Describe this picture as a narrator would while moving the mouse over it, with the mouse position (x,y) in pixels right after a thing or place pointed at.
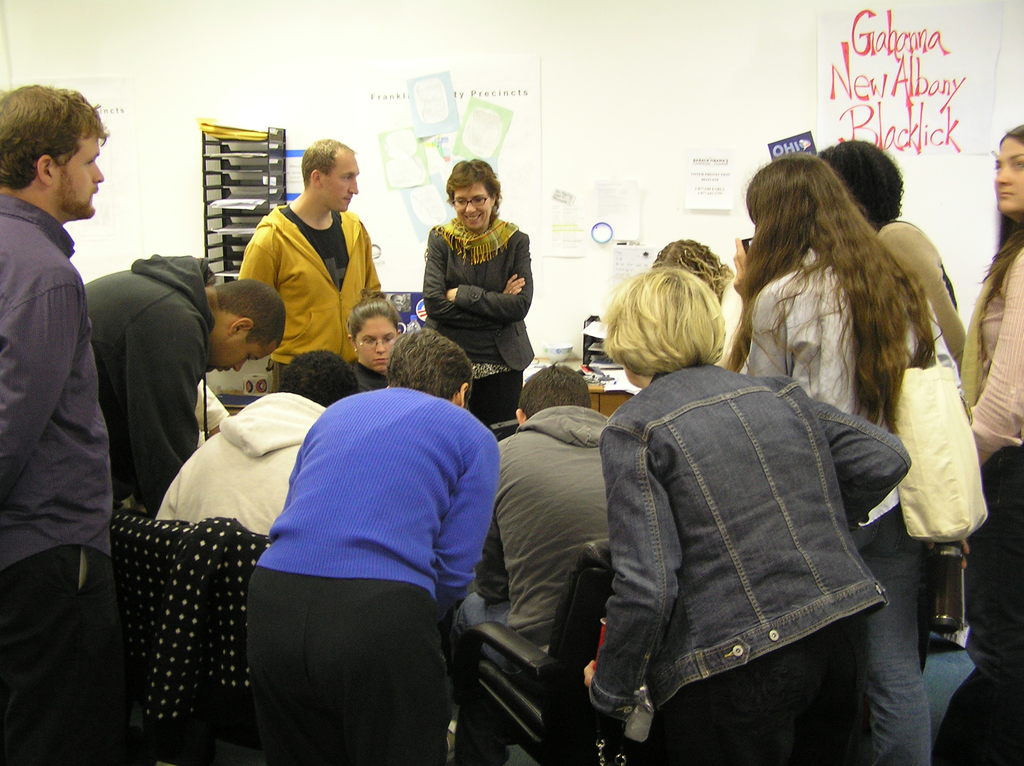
In the center of the image (577,466) we can see a few people (511,487) are sitting and a few people (849,378) are standing and they are in different costumes (741,445). Among them, we can see a few people (467,568) are holding some objects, one person (489,348) is smiling and one person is wearing a bag (916,478). And we can see chairs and a cloth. In the background (367,20) there is a wall (342,45), racks (247,216) with some objects (246,200), papers (905,94) with some text (904,81) and a few other objects (619,390).
